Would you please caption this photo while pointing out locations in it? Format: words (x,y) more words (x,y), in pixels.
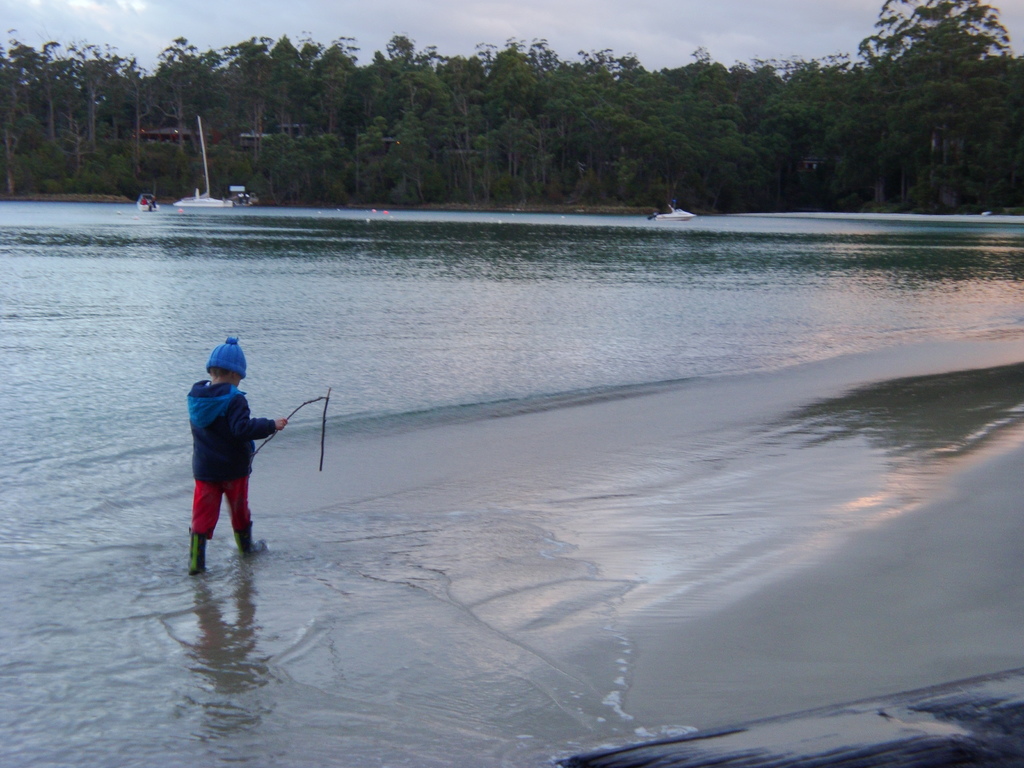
A boy (240,447) is walking in the water (540,485), there are trees (775,152) and a sky (710,24).
